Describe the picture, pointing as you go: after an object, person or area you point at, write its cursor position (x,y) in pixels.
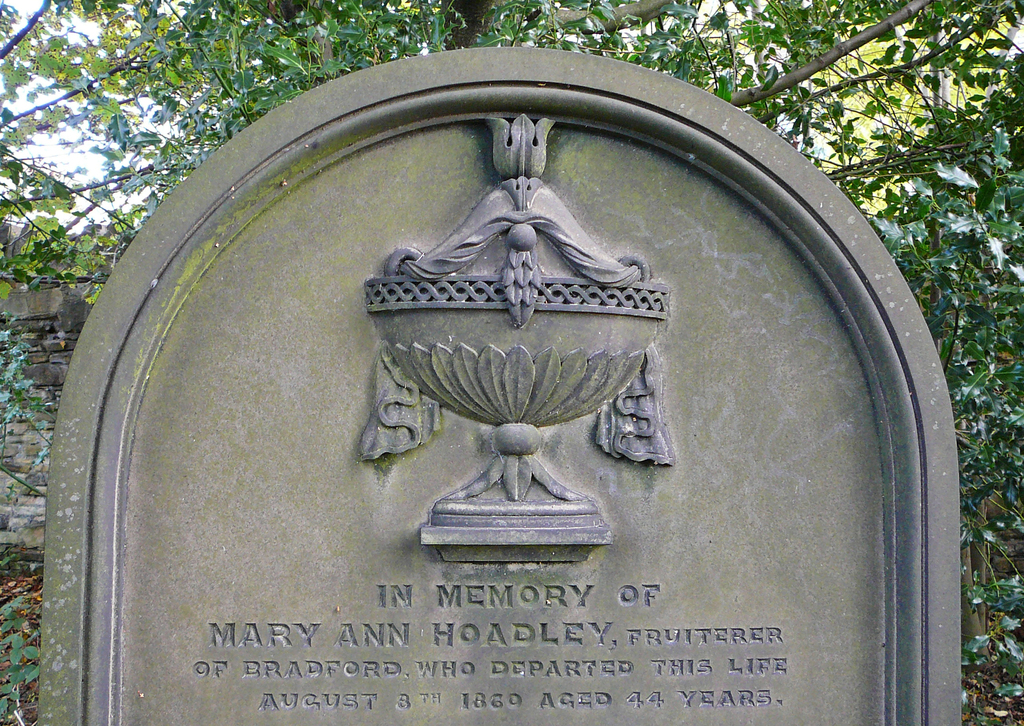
In the foreground of the picture (763,259) I can see the memorial rock (422,403). I can see the wall (66,371) on the left side (41,308). In the background (194,64), I can see the trees (896,75).
